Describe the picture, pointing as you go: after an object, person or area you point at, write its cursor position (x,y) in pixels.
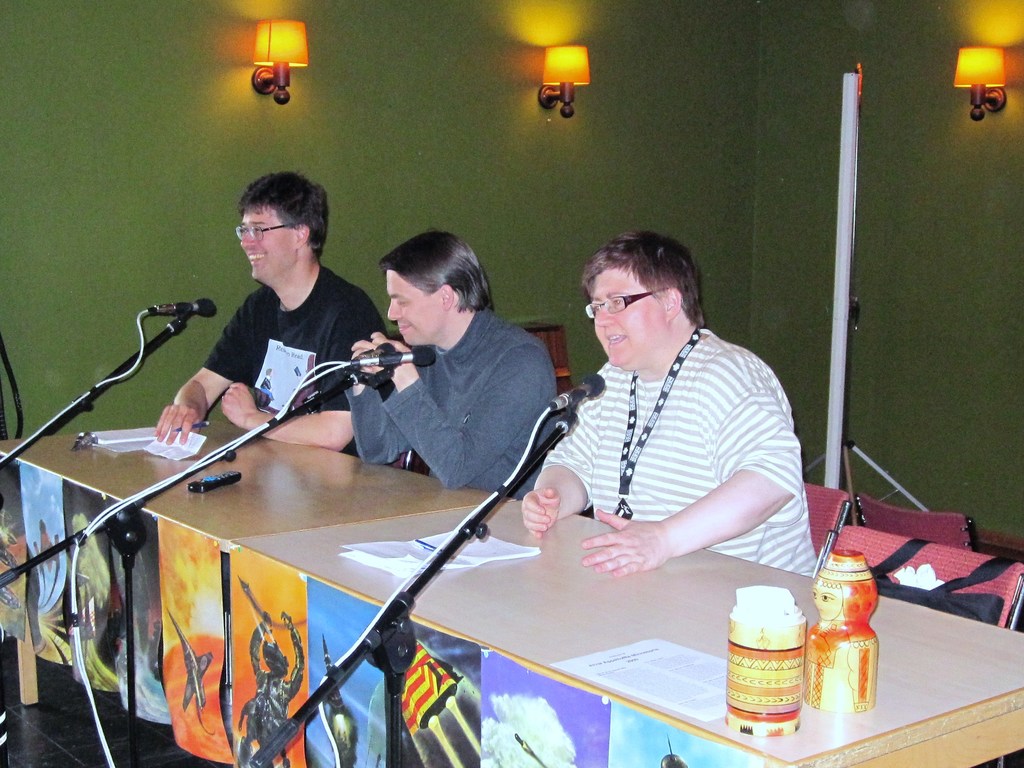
An indoor picture. This 3 persons (693,431) are sitting on a chair (813,502). In-front of them there is a table (361,494). On a table (271,465) there is a paper (173,448), remote (223,479) and a jar (790,658). In-front of this table (472,572) there are 3 mics (566,414) with holder (553,441). The wall (64,395) is in green color. Lights (974,86) are attached with the wall (378,64). This 2 persons (639,319) wore spectacles (590,305). On a table (870,762) there are different type of pictures (206,629).
